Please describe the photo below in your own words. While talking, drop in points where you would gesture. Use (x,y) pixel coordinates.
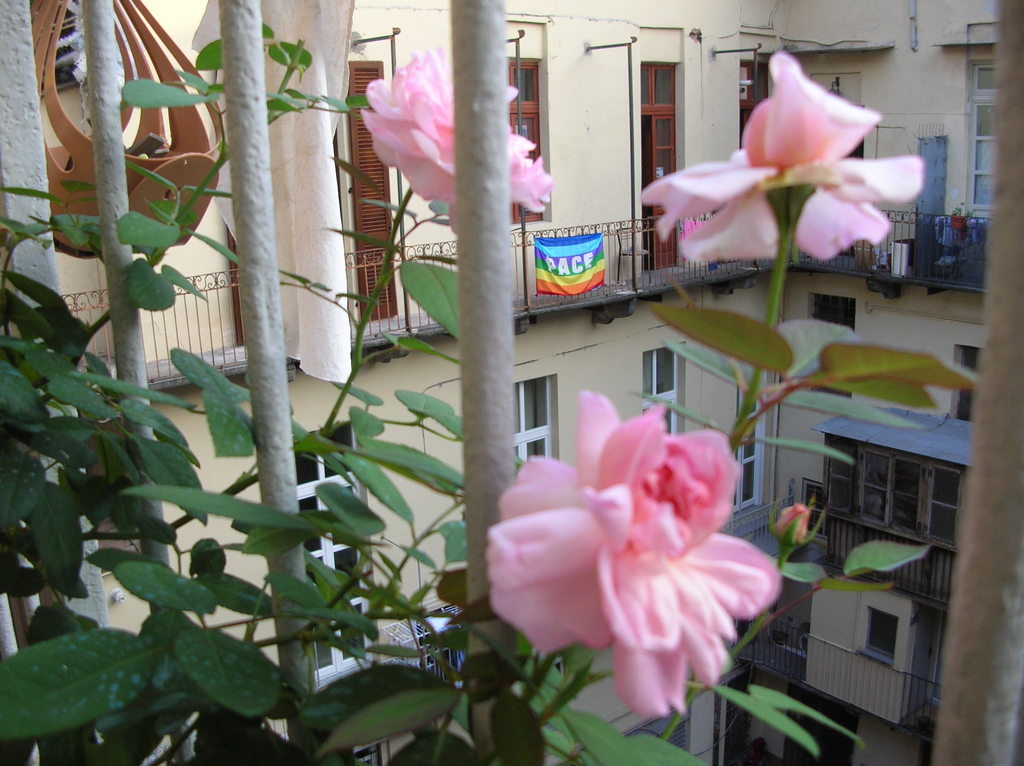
In this image, in the left corner (152,449), we can see some plants (375,691). In the middle of the image (595,431), we can see some flowers (429,89) which are pink in color. On the right side (1017,271), we can see a wood rod (1016,255). In the background (801,302), we can see a building (727,406), glass window (969,351), hoardings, doors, metal rod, wall (651,41).
